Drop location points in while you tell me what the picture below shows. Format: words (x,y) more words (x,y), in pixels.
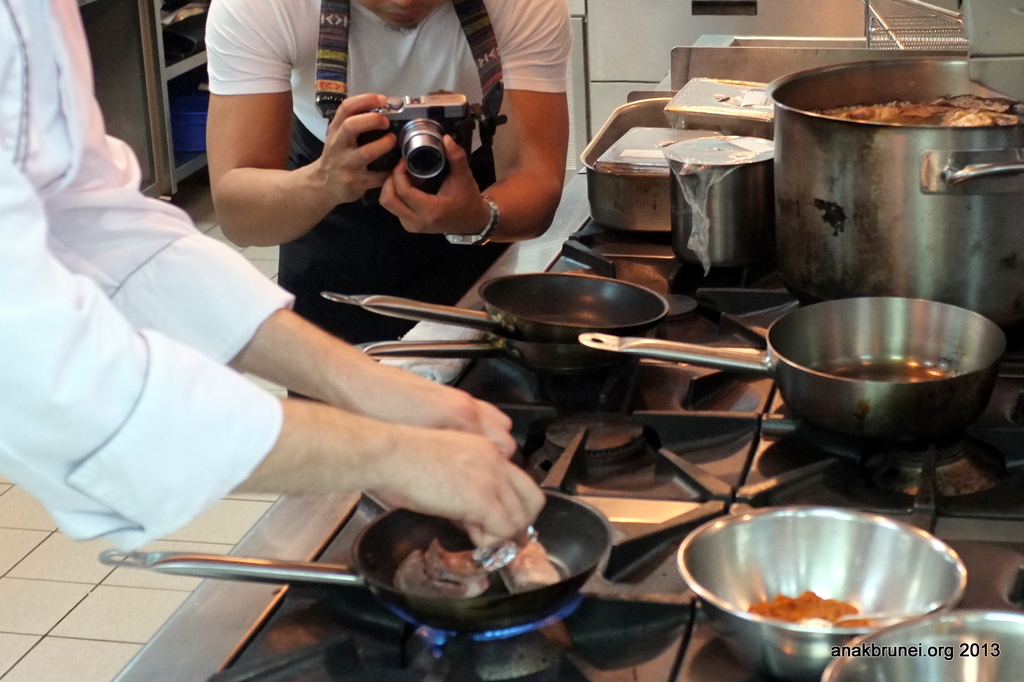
The picture is taken in a kitchen (578,375). In the foreground of the picture (616,458) there are pans (649,288), stove (668,640), flame (536,622), food items (999,122), vessels (836,170) and other objects (645,205). On the left (32,176) there is a person (65,274). In the center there is a person (416,178) holding camera (445,127). In the background (136,83) there are closet (598,54) and other kitchen utensils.
